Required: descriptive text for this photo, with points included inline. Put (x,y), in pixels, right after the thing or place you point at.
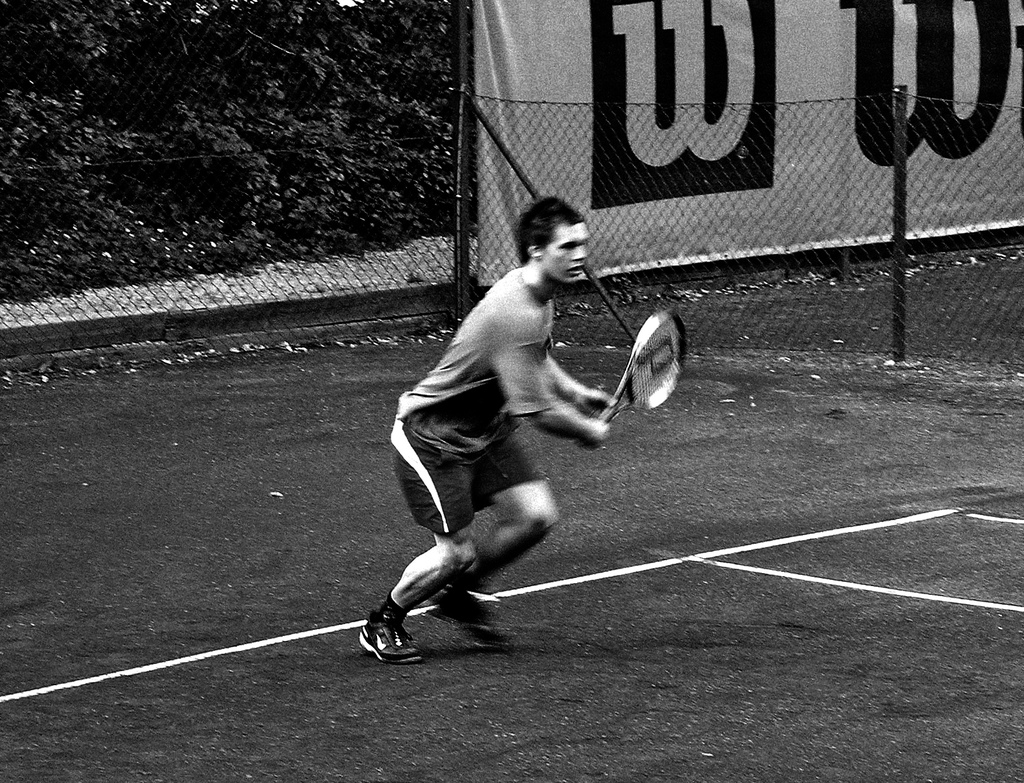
Man (503,463) moving holding a racket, here there is fencing (673,217) and trees (350,115).
